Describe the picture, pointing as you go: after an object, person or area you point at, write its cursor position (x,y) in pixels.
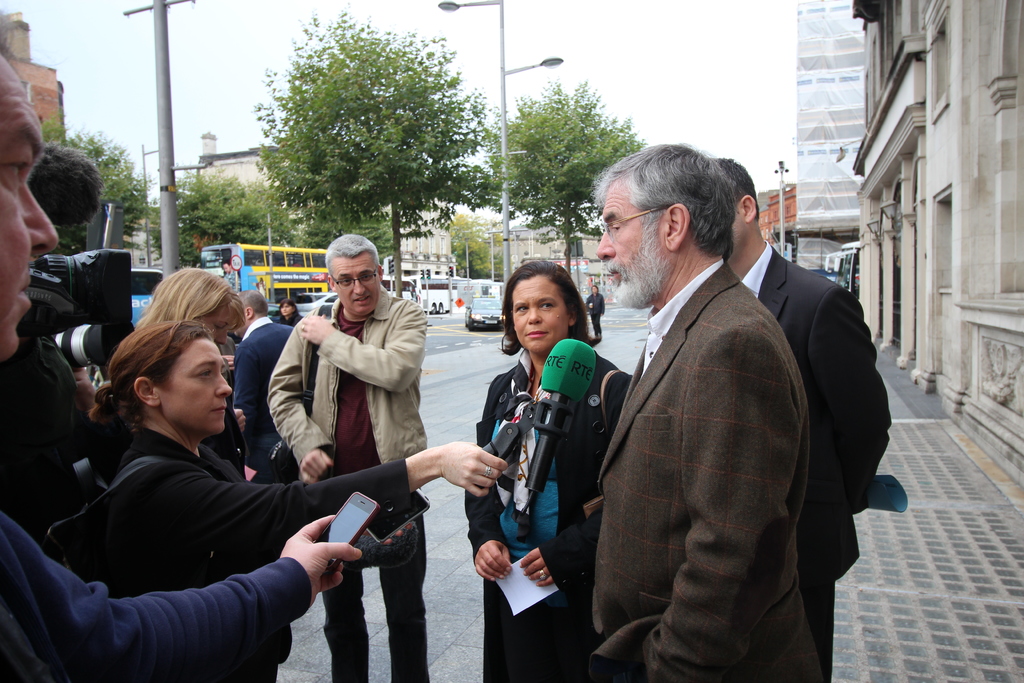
In this image there are a few people (238,438) on the road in which one of them holds a microphone (535,470), some of them are holding mobile phones (360,521), cameras (111,324), few trees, buildings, few vehicles (310,307) on the road (590,320), few lights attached to the poles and the sky (717,155).
